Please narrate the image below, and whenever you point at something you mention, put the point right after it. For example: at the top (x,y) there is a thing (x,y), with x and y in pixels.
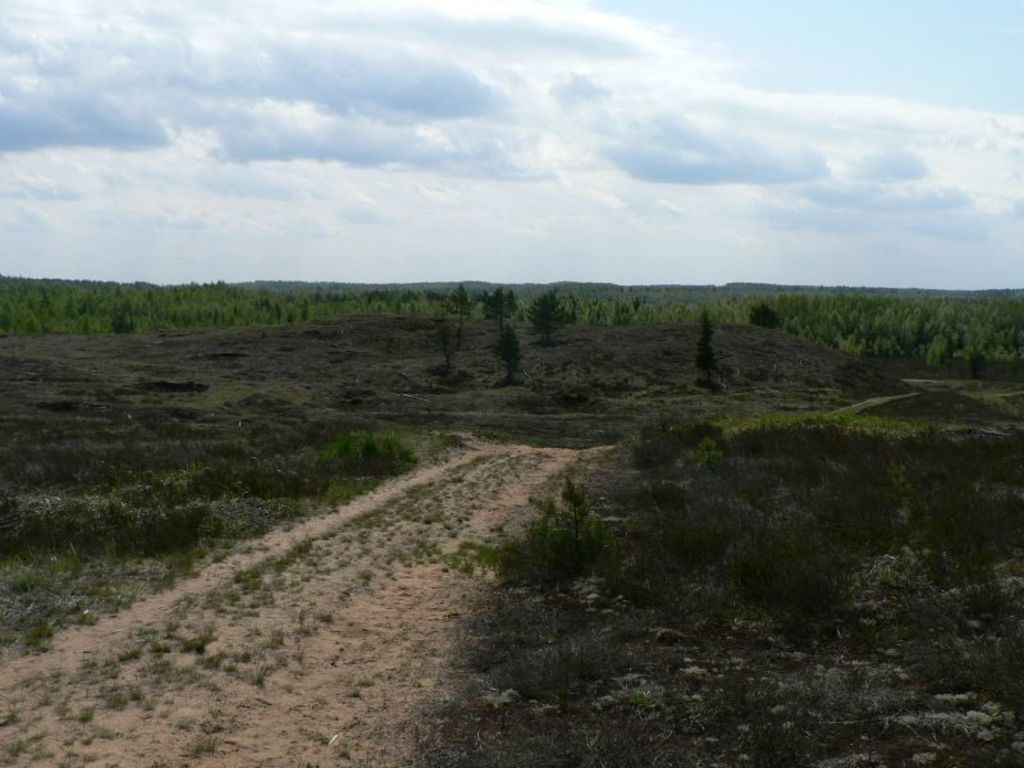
In this image there is a land (415,450) on which there are so many trees (681,306). At the bottom (210,698) there is sand (282,722) on which there is grass (363,532). At the top (428,78) there is the sky (434,81).
